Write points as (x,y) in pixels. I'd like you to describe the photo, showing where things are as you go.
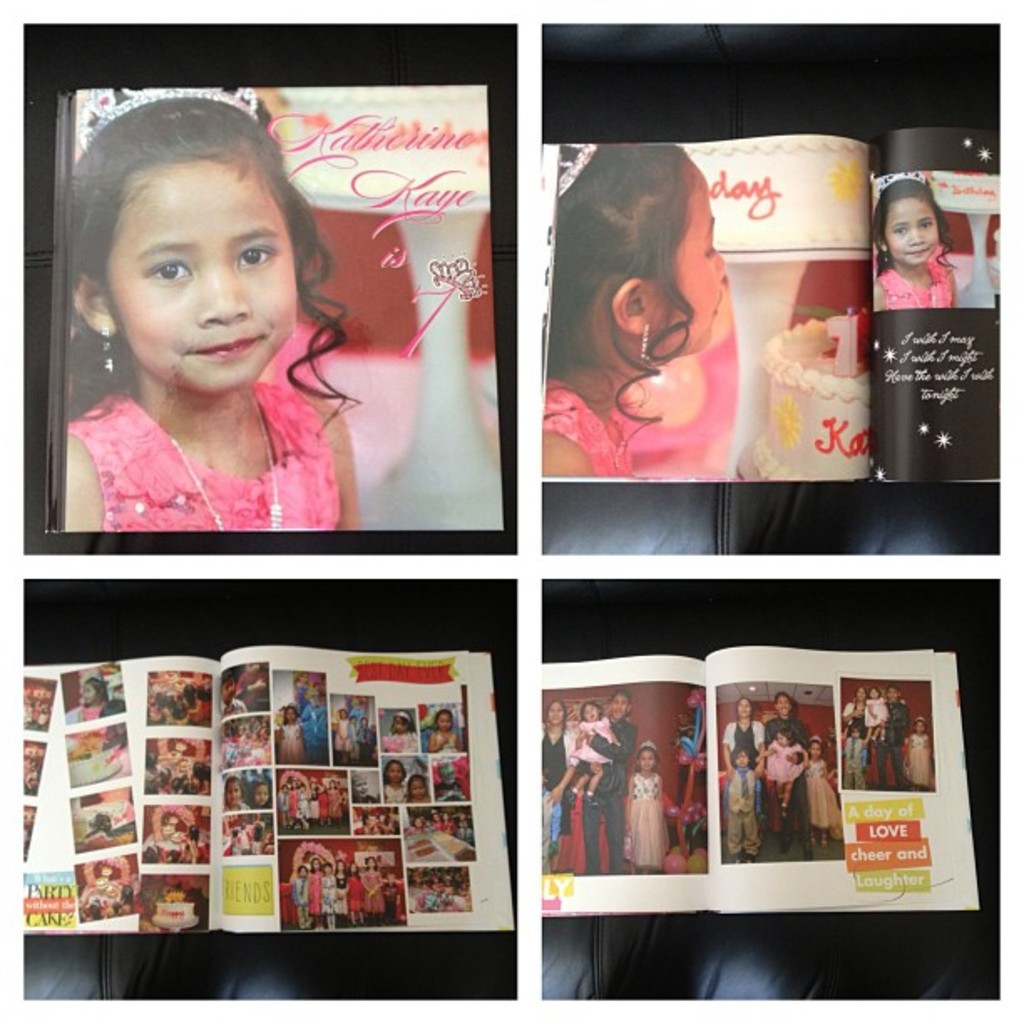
This is a collage image of different photographs of the girl (218,461).
